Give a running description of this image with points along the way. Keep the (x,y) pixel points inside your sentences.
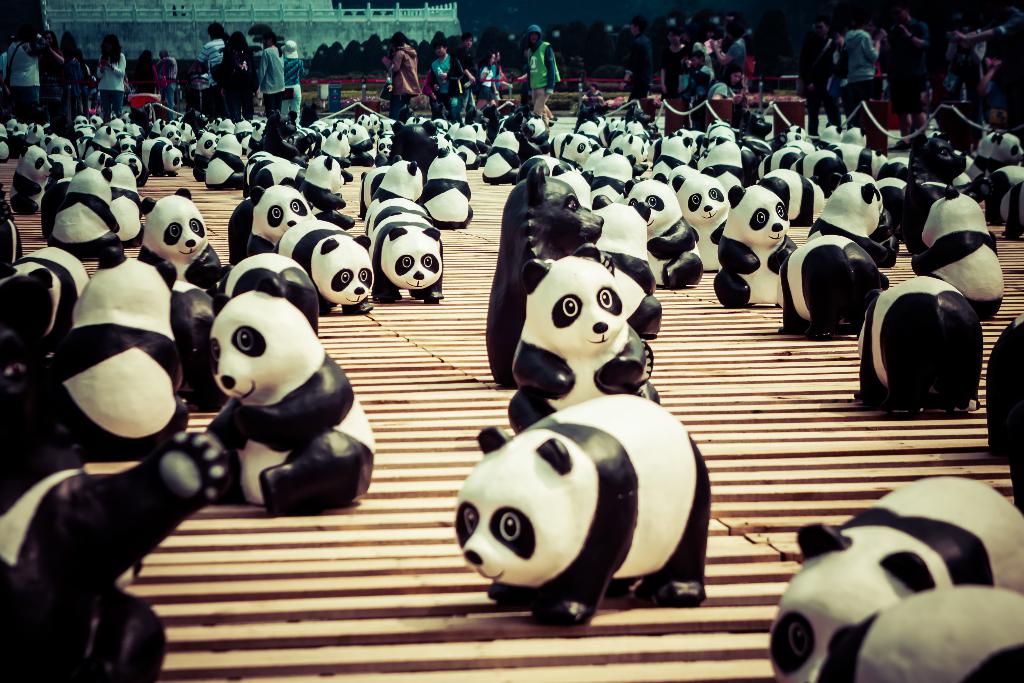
In the center of the image (654,430) there are depictions of pandas (723,157). In the background of the image (688,91) there are people (464,71) walking.
